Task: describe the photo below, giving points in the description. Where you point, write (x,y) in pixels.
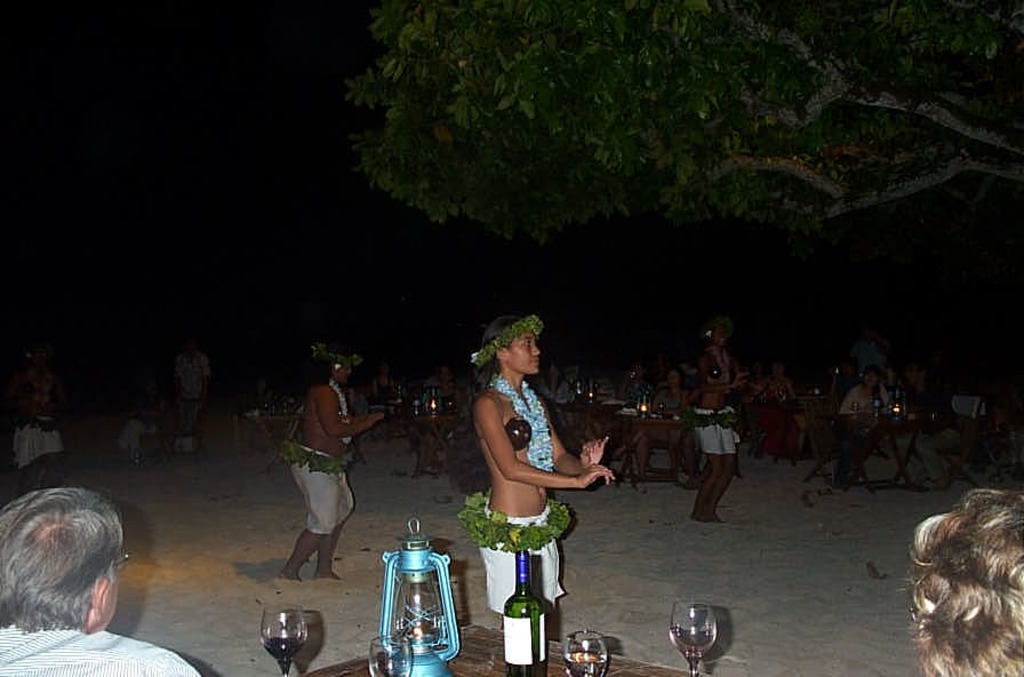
On the left side (167,660), there is a person (102,613) sitting. Beside him, there are glasses (278,644), a bottle (518,574) and a lamp (406,632). On the right side (964,578), there is another person (973,495) sitting. In the background (841,461), there are persons (715,368) who are dancing, there are persons (870,402) sitting in front of the tables (875,423) on which there are some objects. Above them, there are branches (695,148) of a tree (515,124). And the background (101,213) is dark in color.
